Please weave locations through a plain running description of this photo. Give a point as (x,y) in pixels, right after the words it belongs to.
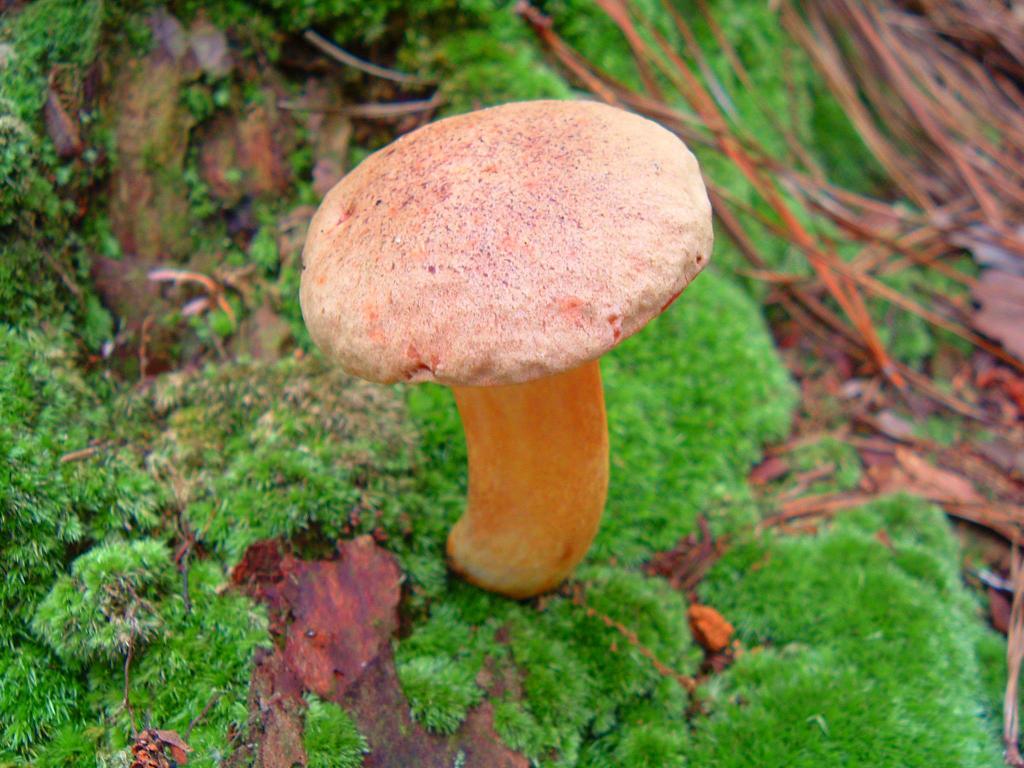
There is a mushroom (572,377) on the ground (401,463), on which, there is grass (63,496). In the background (760,302), there are threads (903,19) and grass (518,53) on the ground (169,56).
